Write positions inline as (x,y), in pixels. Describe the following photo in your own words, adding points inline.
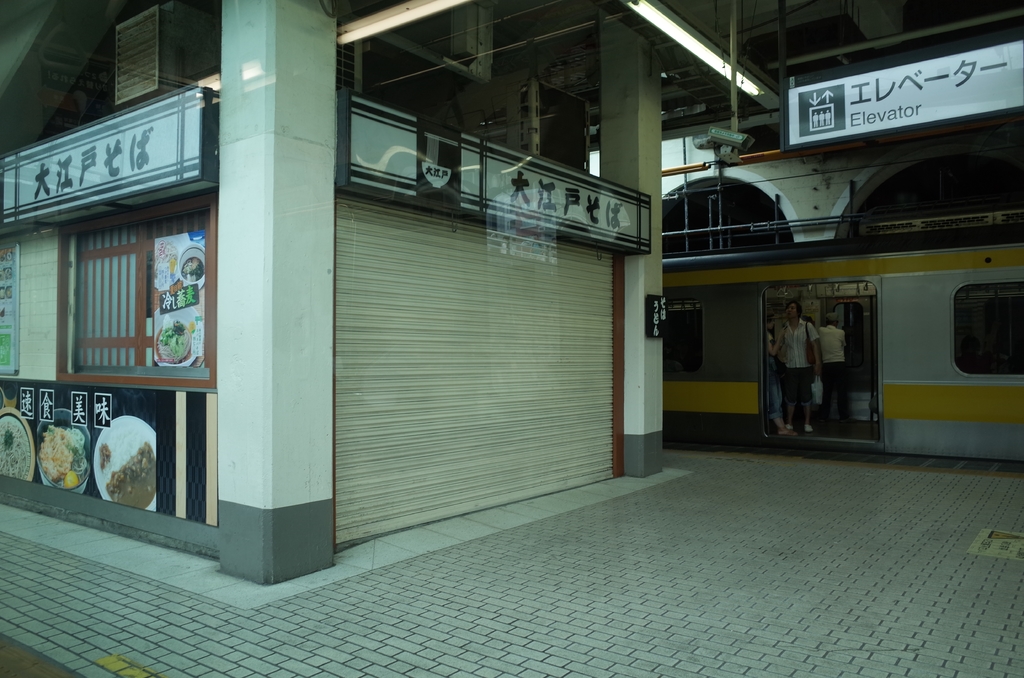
In this picture we can see a train (991,427) here, there are some people (828,368) standing in the train (930,407), there is a hoarding (842,137) here, we can see lights (404,16) here, we can see shutter (493,420) here.
